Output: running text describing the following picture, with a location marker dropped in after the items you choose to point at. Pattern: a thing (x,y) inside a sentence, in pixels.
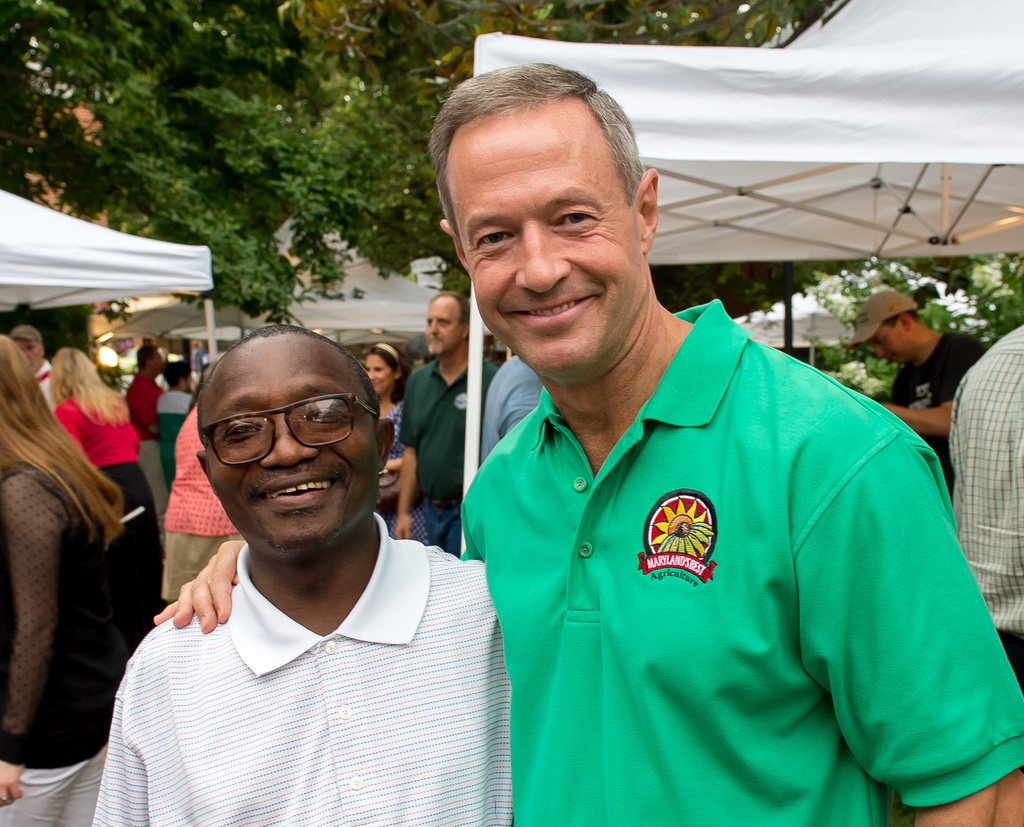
In this picture we can see two people (402,661) and they are smiling and in the background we can see a group of people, tents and trees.
